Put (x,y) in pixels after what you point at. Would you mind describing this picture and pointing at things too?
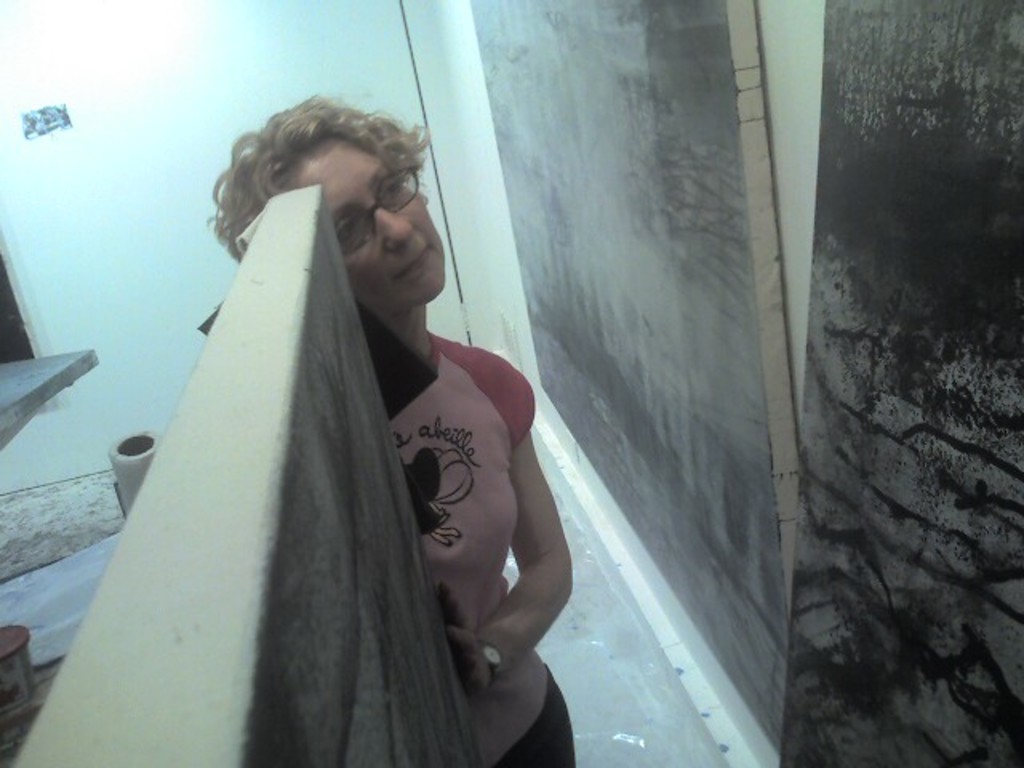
In this picture I can see there is a woman (421,219) holding a photo frame (111,642) and she has spectacles (373,208), she is looking at the right side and there are few black color frames (869,258) placed on the wall (452,203). In the backdrop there is a white wall (68,297).
